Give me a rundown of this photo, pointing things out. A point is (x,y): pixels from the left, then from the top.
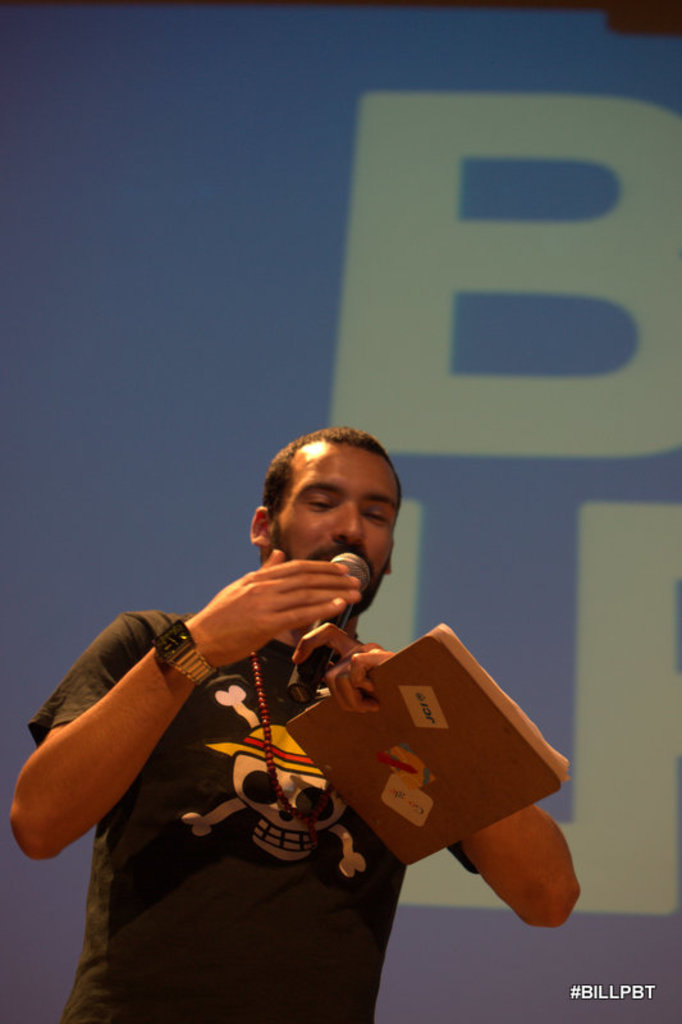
In this image there is a man (188,920) in the middle (335,676) who is holding the book (418,801) and a mic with one hand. He kept the mic (342,621) near to his mouth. In the background (238,211) it looks like a screen (381,352).
